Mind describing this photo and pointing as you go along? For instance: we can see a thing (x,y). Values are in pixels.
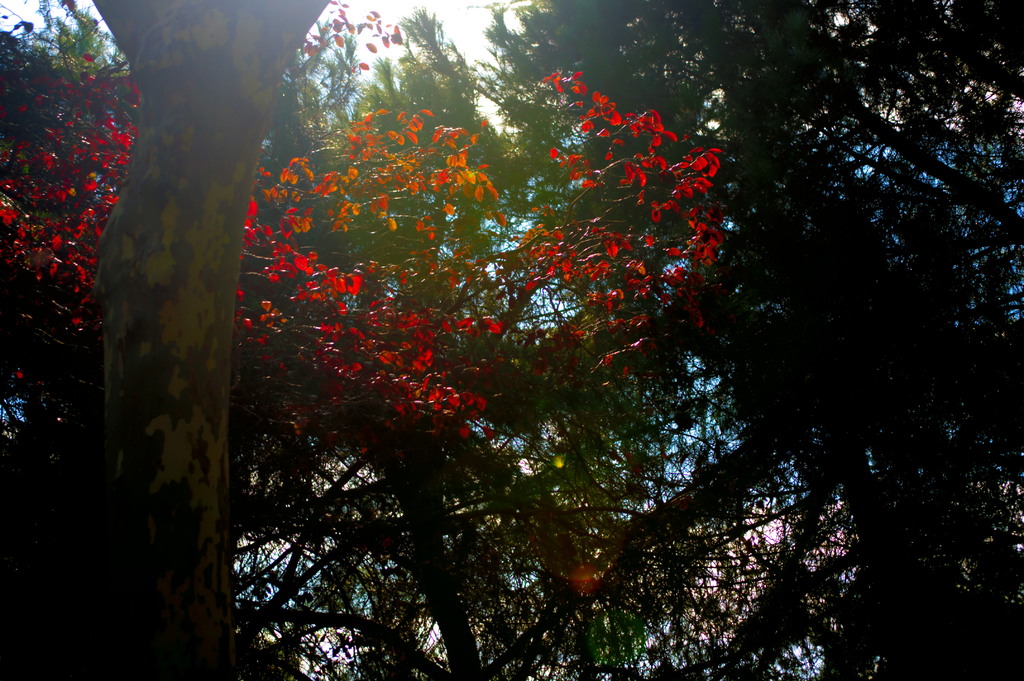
In this image, there are a few trees (673,602). We can also see the sky (496,39).
